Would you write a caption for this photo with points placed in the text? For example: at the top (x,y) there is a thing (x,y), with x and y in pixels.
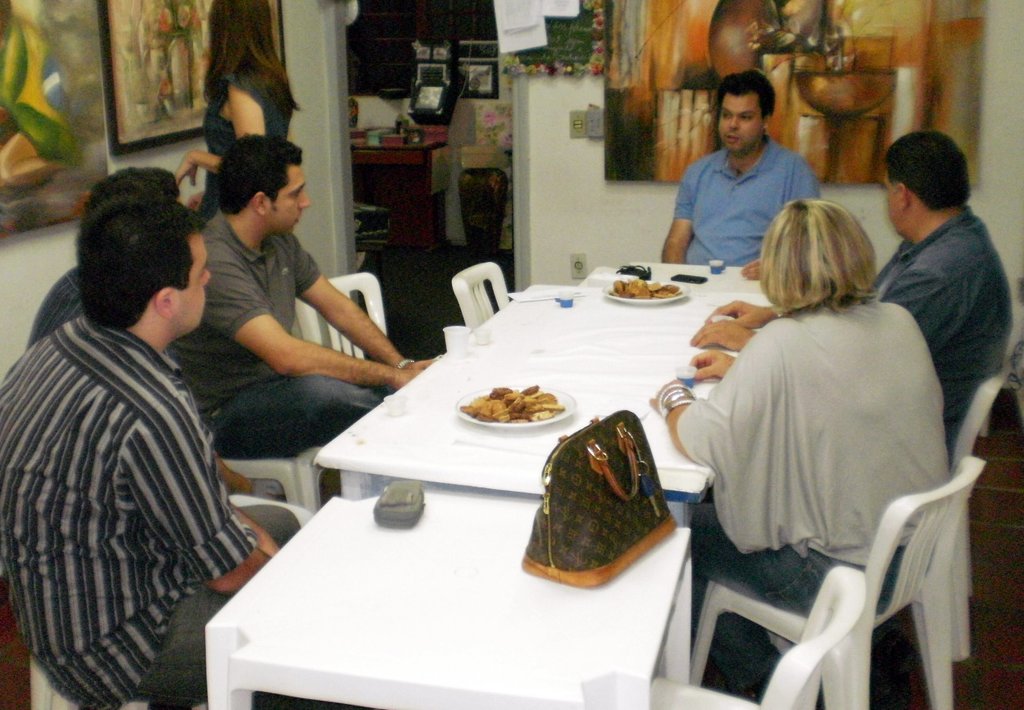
In a room (703,417) there are two tables (496,430) and around the tables (439,601) a group of people (809,239) were sitting and talking to each other, there are two plates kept on the table (588,351) with some snacks (628,292) and on the second table (517,560) there is a bag (546,515) and some other object (381,497), behind the people (123,252) there is a wall (9,329) and beautiful paintings (169,96) were attached to the wall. A woman (258,81) is standing in front of one of the paintings (156,112) and beside her there is a room (492,199) and inside the room (412,195) there are many different things (419,71).
